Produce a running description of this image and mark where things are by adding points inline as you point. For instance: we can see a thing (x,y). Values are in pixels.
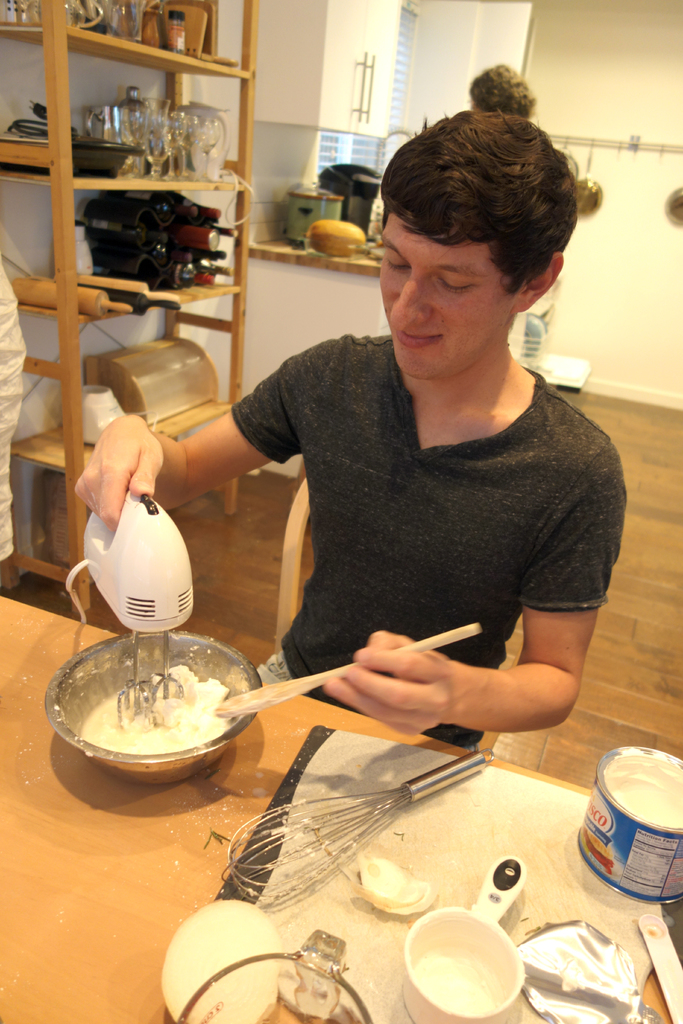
In this picture there is a man (537,638) sitting and holding the spoon (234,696) and machine (143,533) and there is a spoon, box (644,827) and there are objects (374,883) on the table (53,812). At the back (150,140) there are glasses (183,141) and there are objects (156,354) in the shelf (56,69) and there are utensils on the table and there are utensils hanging on the wall (656,195) and there is a window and cupboard (314,37). At the bottom (580,695) there is a floor (659,695).
